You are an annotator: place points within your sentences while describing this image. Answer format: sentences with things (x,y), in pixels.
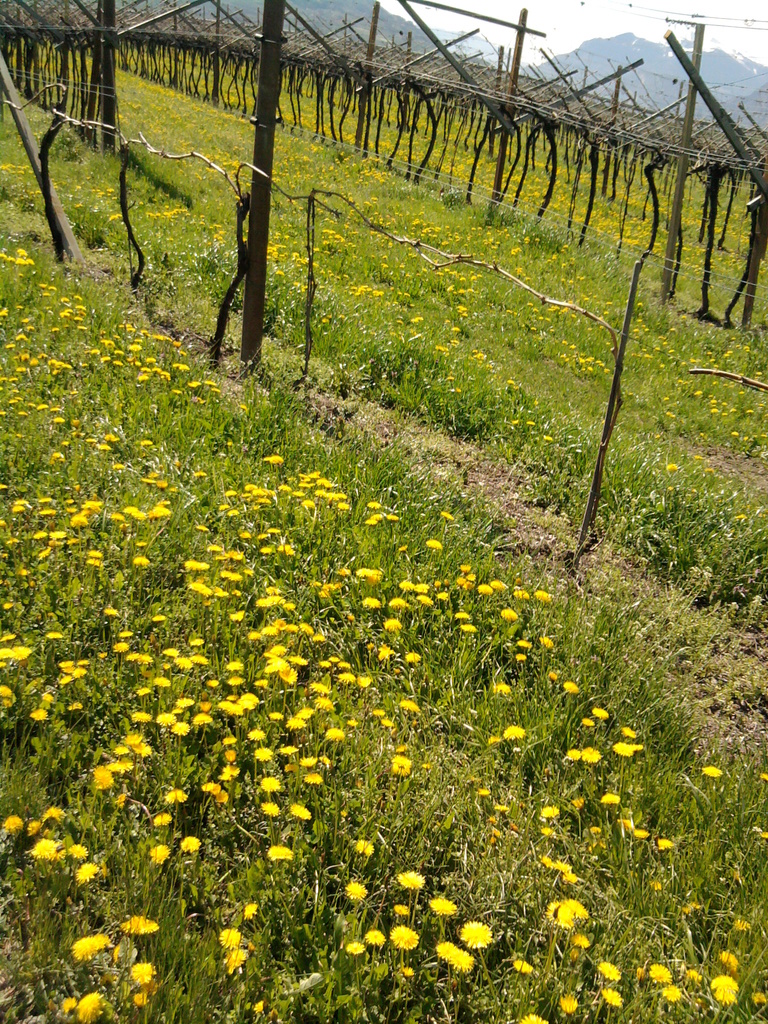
In this picture there is a garden (322,704) and it is filled with the yellow flowers (253,634). In between the plants (343,351), there are wooden poles (607,185). In the background (526,46), there are hills (619,45) and sky (599,3).
